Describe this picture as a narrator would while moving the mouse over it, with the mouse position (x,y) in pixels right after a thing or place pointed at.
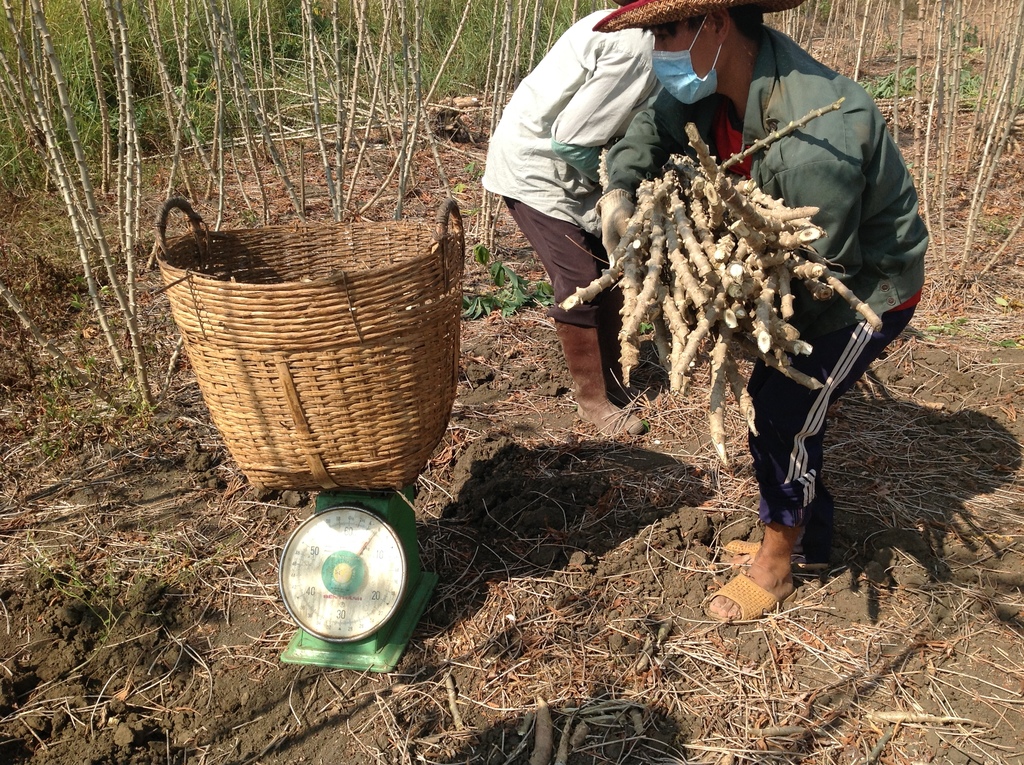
This picture shows couple of a men (616,90) holding bunch of sticks (724,239) and we see a basket (292,456) on the weighing machine (307,581) and we see plants (200,137) and a man (702,113) wore a hat (671,9) and man (739,49) wore a mask (675,93) on the face (718,53).
